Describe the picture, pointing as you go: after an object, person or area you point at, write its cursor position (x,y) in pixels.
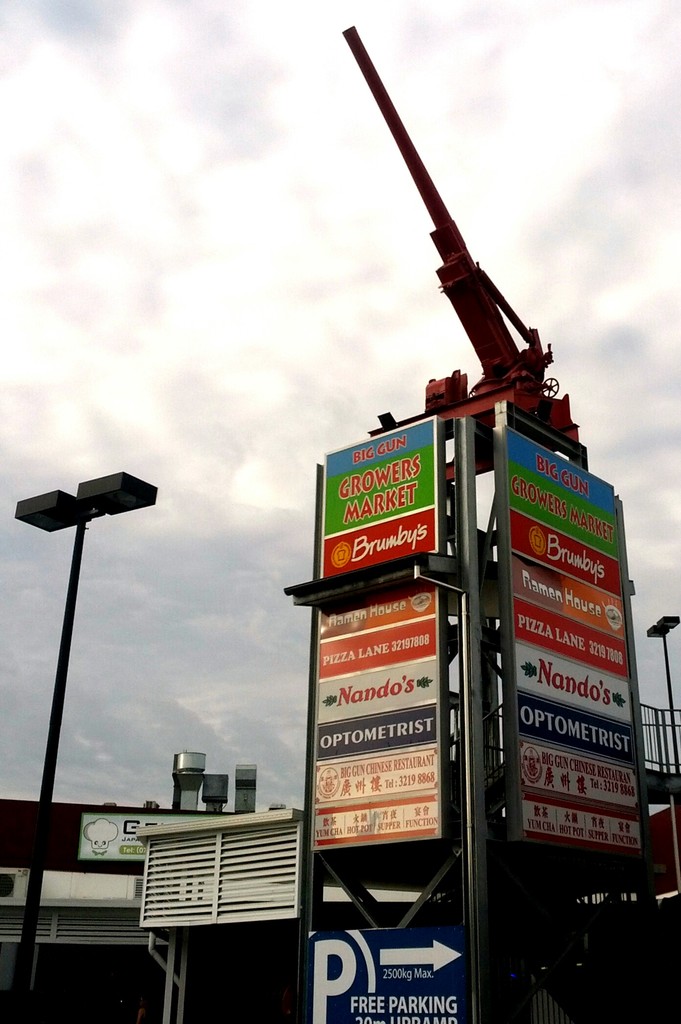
In this image there is a building (336,898), in which we can see there is a pole (343,877) with some boards (510,431) around and cannon (519,393) on the top (472,301).
